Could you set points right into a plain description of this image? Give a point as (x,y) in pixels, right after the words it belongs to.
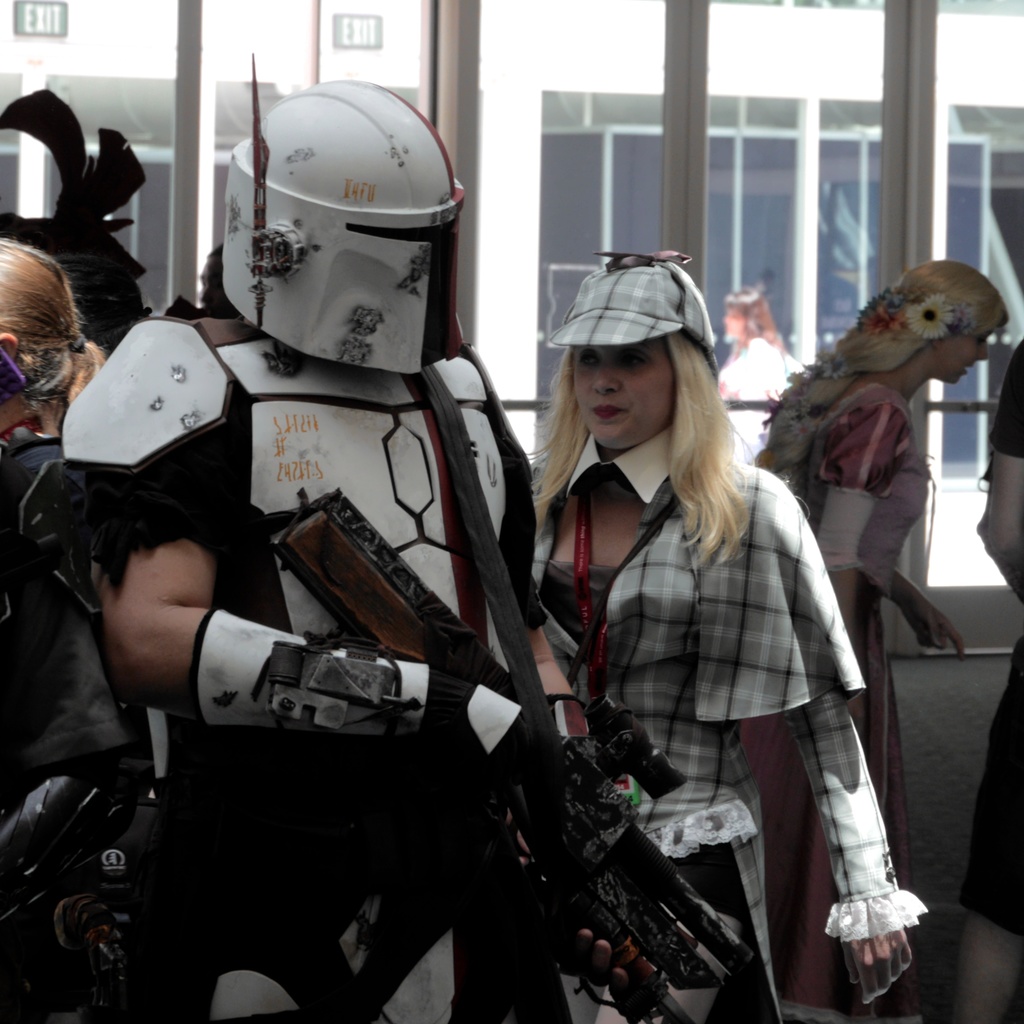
In this image we can see a few persons (511,711), among them, one person (436,808) is holding an object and wearing a helmet (424,351), there are windows (226,155), through the windows (562,91) we can see a woman (722,385) and a building (773,200), also we can see the exit boards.
